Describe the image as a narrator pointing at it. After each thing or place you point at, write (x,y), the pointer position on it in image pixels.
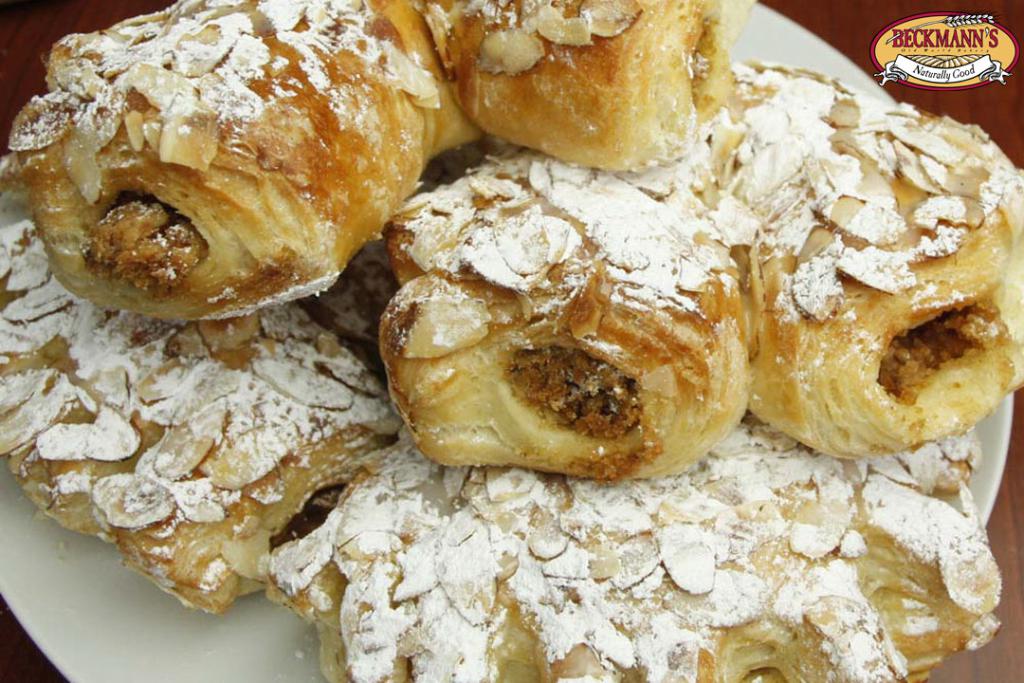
In this image, we can see there are puffs (977,281), on which there are some ingredients (357,5) arranged on a white color plate (55,576). On the top right (897,29), there is a watermark (914,46). And the background (908,8) is brown in color.
